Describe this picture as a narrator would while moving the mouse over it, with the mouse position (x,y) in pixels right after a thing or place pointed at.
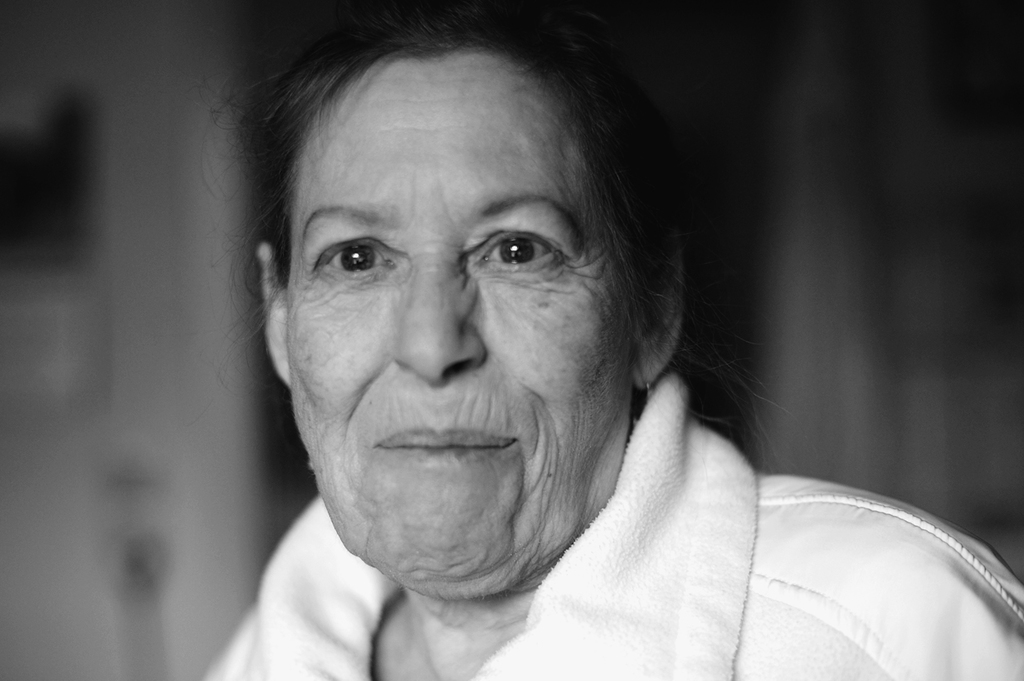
In this image we can see an old lady (497,521) where has she wore a white color dress (733,639).
